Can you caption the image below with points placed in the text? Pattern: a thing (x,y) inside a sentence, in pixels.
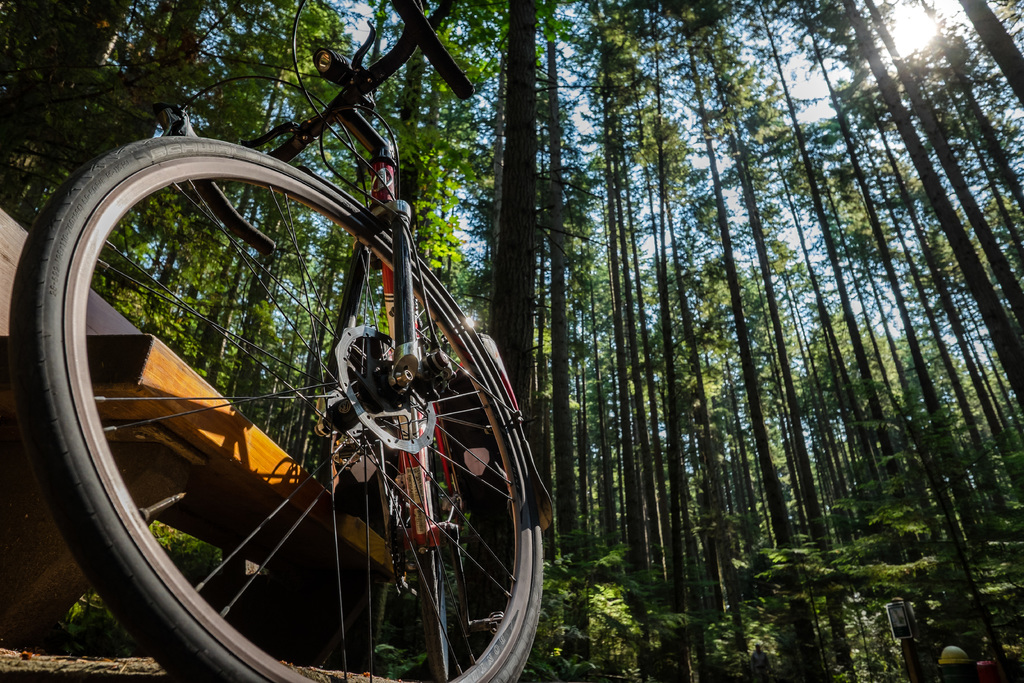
In the image we can see a bicycle (332,458) and this is a wheel (215,307) of a bicycle (399,499). There are many trees (724,433) and a sky (824,88).
